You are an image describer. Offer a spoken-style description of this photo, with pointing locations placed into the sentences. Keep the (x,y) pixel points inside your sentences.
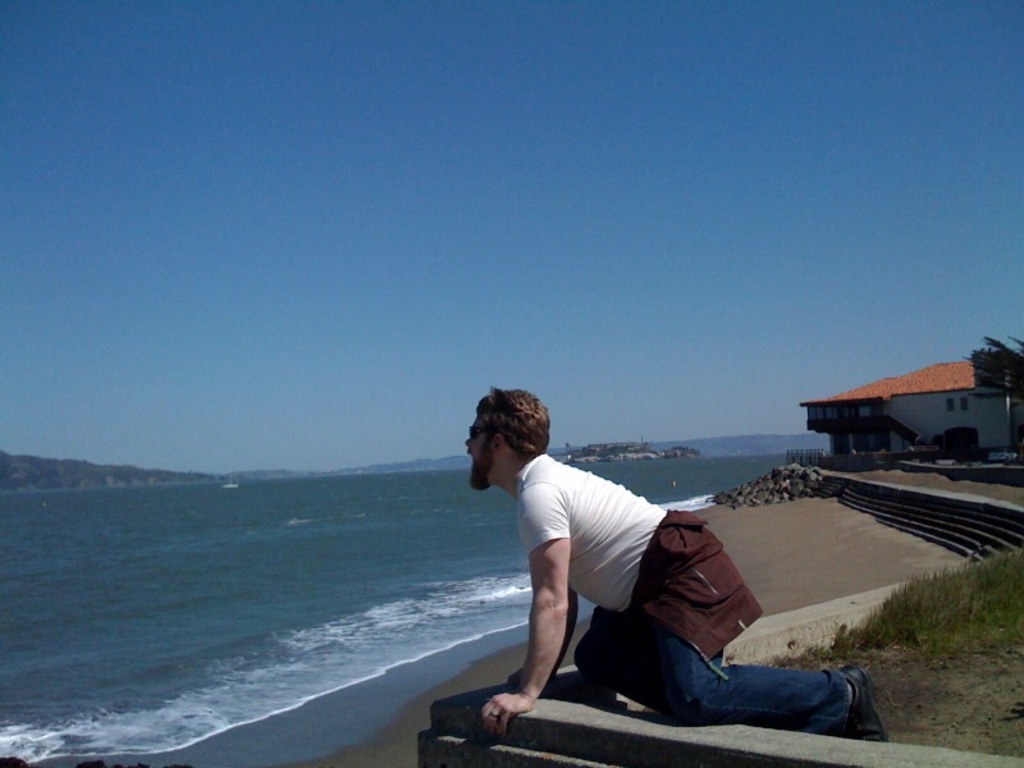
In this image we can see a person (660,608), wall (534,731) and other objects (811,665). In the background of the image (109,598) there are water (387,504), house (923,424), steps (864,489), tree (978,365) and other objects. At the top of the image (488,127) there is the sky (480,116).
